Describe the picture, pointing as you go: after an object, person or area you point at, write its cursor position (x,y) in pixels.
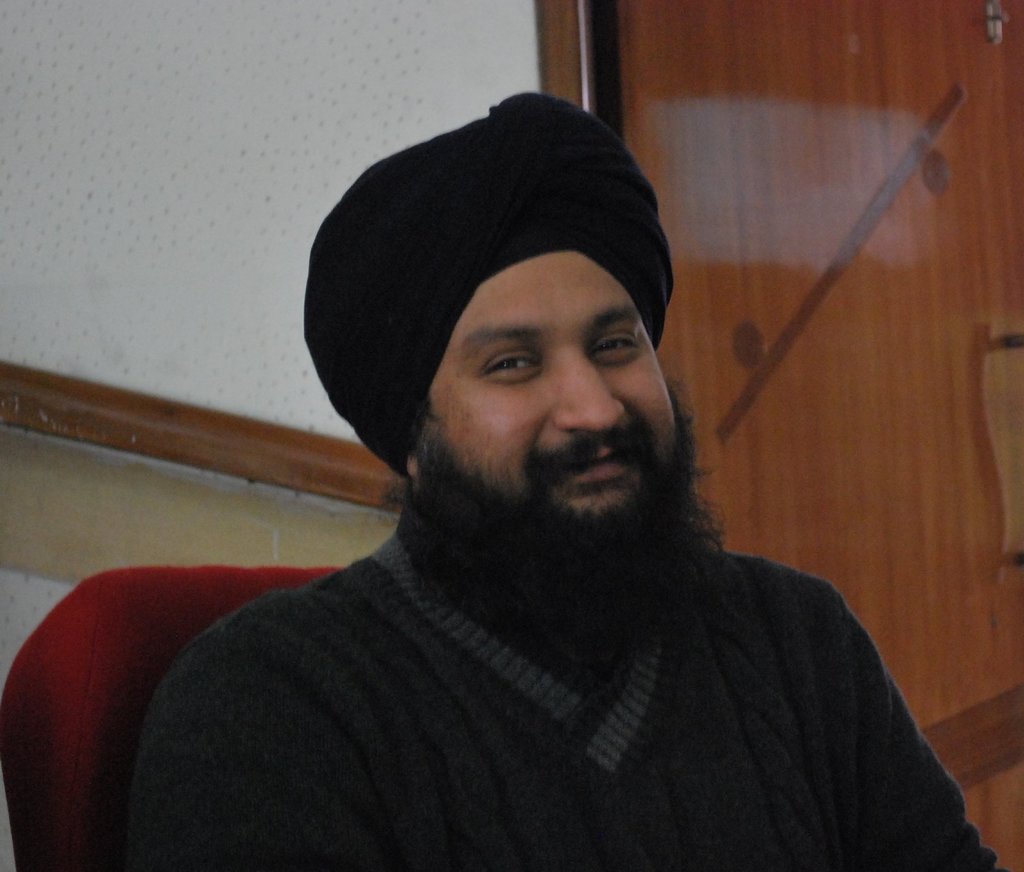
In the picture there is a person (485,708) sitting on the chair (141,664) and posing for the photo, he is wearing black dress (694,801) and behind the person (481,230) there is a door (800,283).
